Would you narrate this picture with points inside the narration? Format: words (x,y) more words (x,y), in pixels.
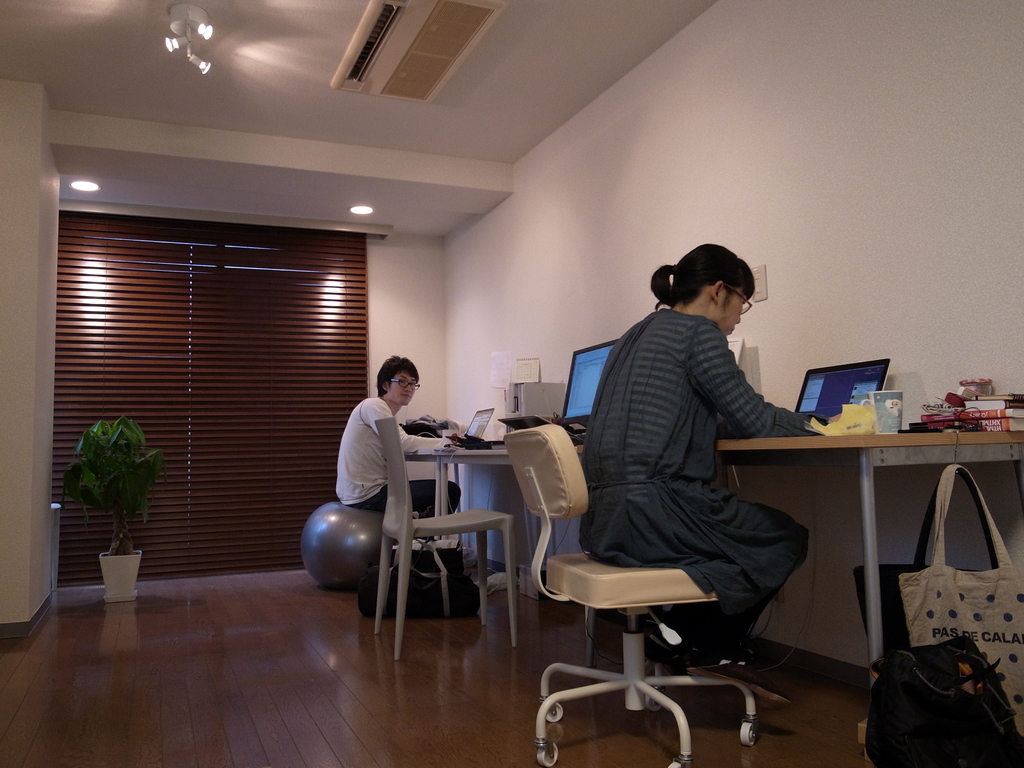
In this image I can see two people (752,305) are sitting where one is sitting on a chair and another one is sitting on an exercise ball (322,550). On this table (862,470) I can see few laptops (832,402) and a monitor (578,385). I can also see few bags (916,568) and a plant (91,466).
